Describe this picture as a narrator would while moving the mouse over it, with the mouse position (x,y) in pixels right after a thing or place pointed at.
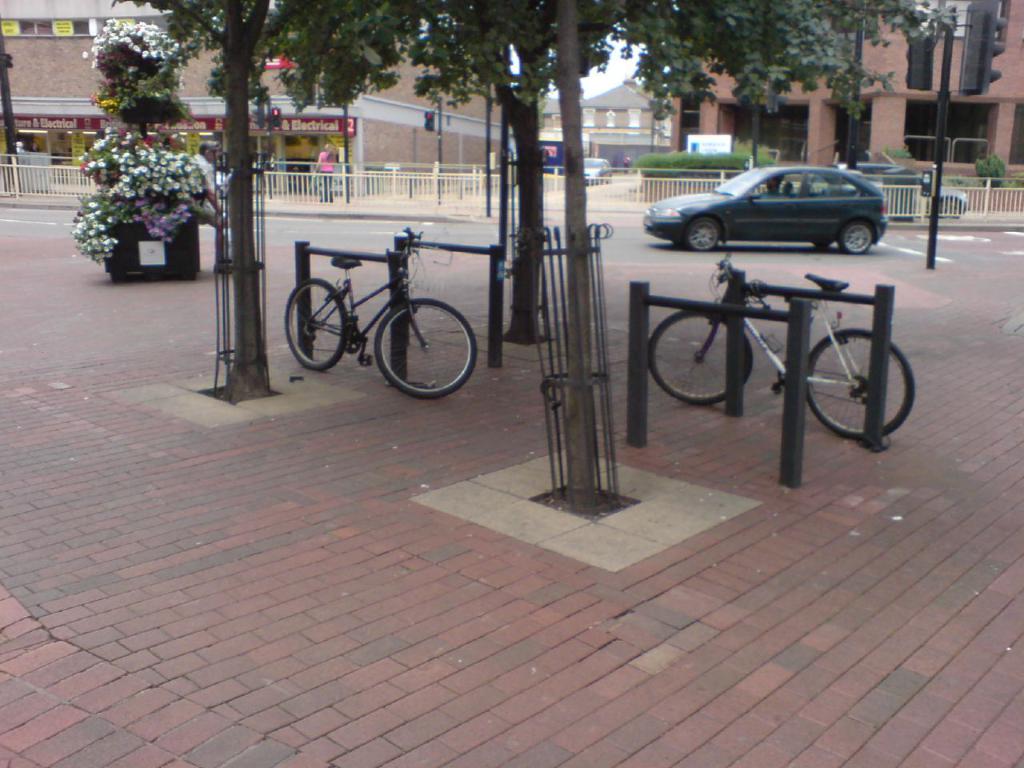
As we can see in the image there are bicycles (357,340), trees (633,1), fence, car (750,232) and buildings (604,135).
